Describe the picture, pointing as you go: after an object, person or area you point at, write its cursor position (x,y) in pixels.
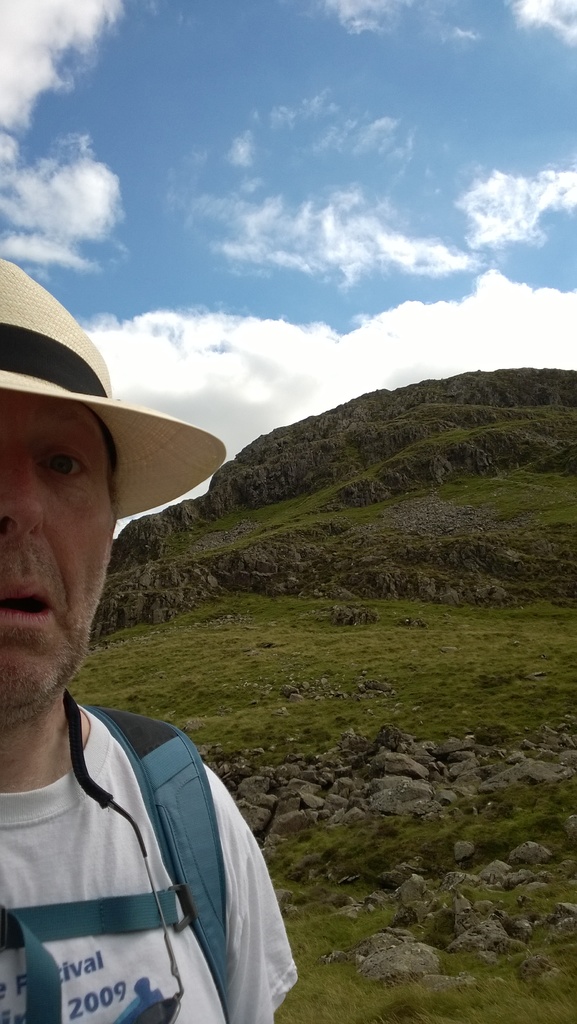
In this picture I can see a man (10,432) in front (40,363) who is wearing a hat (151,414) and a bag (43,960). In the background (198,724) I can see the stones (506,592) and the grass (216,655). On the top of this picture (265,190) I can see the sky (452,240).
